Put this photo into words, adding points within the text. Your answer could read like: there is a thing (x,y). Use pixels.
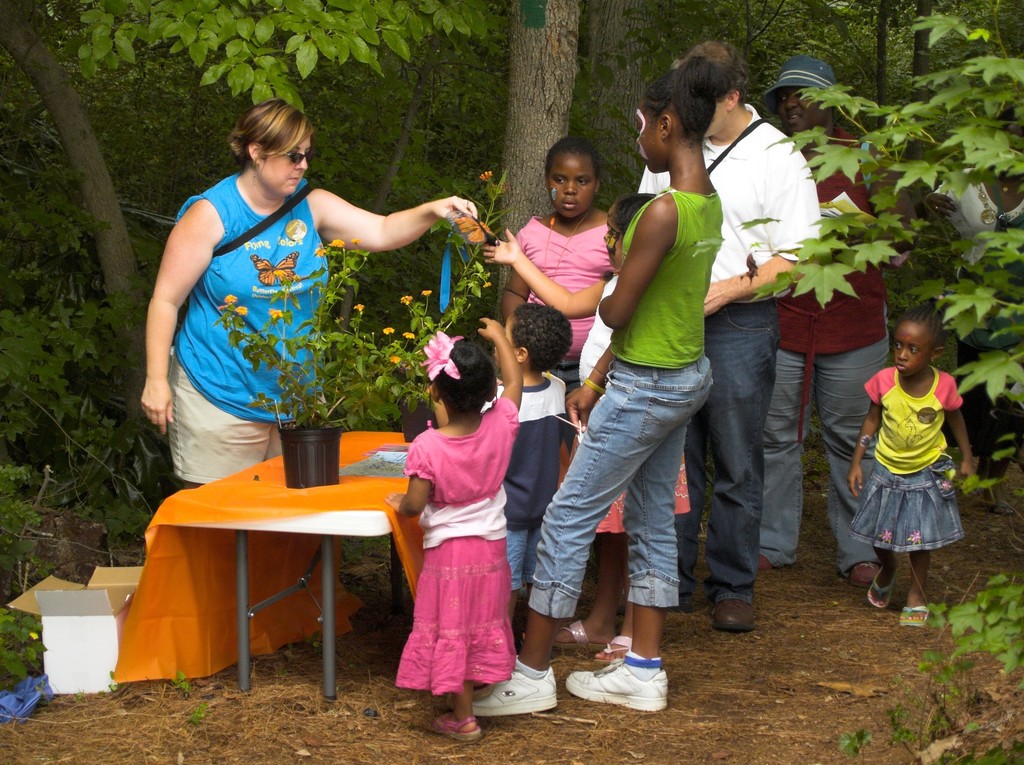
In the picture the people (576,502) are standing in front of a table (398,515) where on the table (355,461) there are flower (335,427) and at the left corner of the picture (180,232) one woman (180,232) is standing in a blue shirt (229,359) and short (235,427) and wearing a bag (248,233) and at the right corner of the picture (911,364) there is one small baby (908,521) wearing a skirt (915,485) and shirt (917,435) and behind them there are so many trees (117,174) and at the left corner of the picture (63,638) there is one box (65,638) and in the middle of the picture (576,409) one girl (672,168) is standing wearing a green t-shirt (633,344) and jeans (609,451) and white shoes (626,695), beside her there is a girl (472,688) in pink dress (479,673).
